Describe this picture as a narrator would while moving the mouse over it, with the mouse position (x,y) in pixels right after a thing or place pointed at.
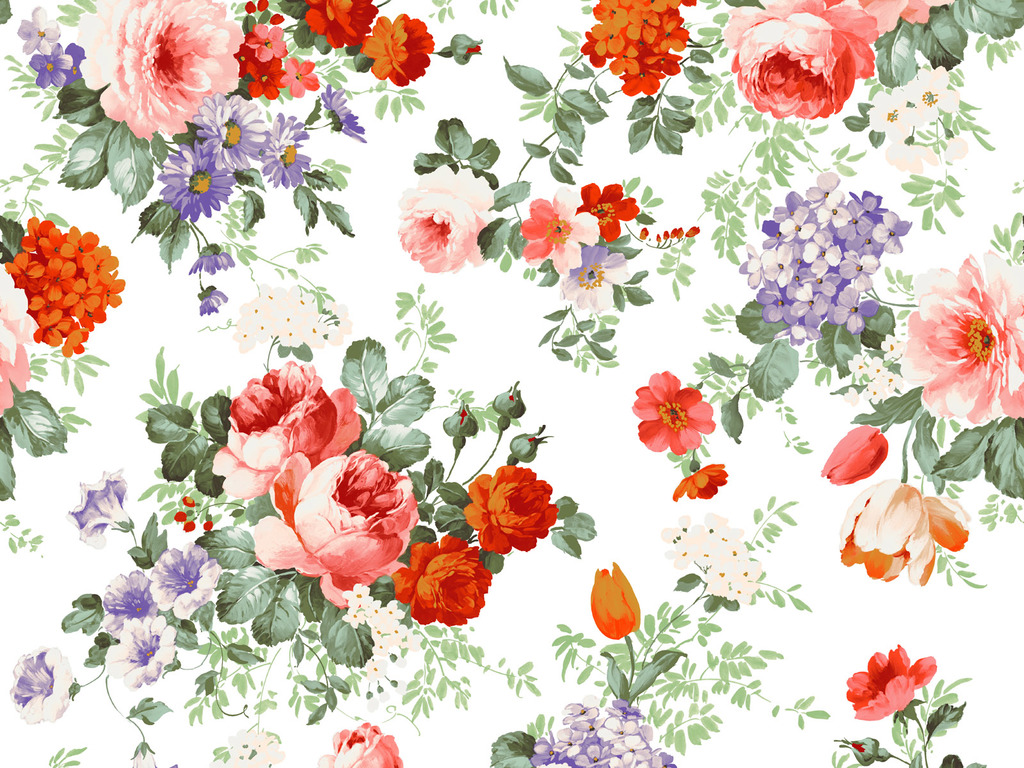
In this image I can see depiction picture where I can see number of flowers (144,752) and number of leaves (654,656). I can also see color of these flowers (247,462) are pink, red and purple.
